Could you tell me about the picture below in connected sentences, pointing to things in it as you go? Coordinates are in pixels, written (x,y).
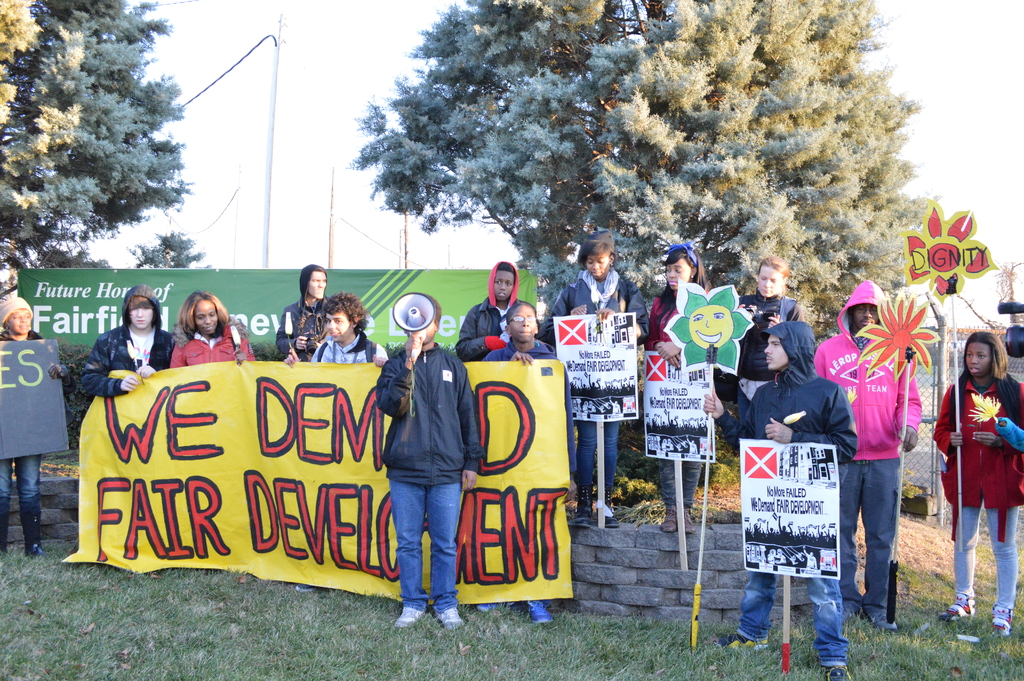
In the middle of the image (512,294) few people (867,406) are standing and holding banners (811,472). Behind them there are some poles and trees (826,116).
